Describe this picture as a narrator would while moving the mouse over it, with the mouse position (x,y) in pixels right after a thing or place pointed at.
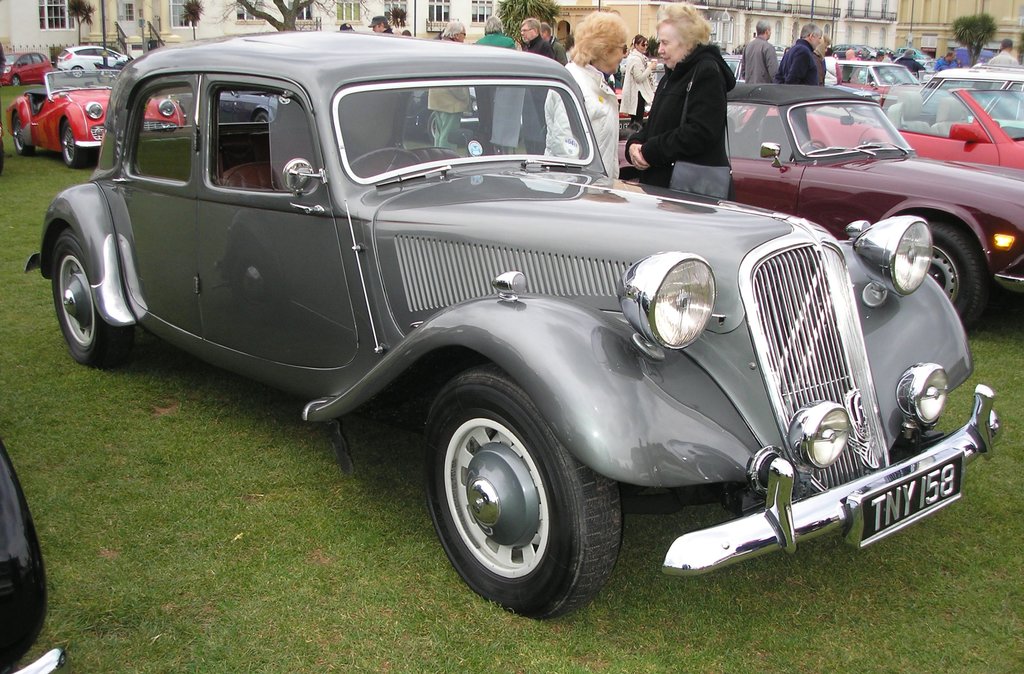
This picture is taken from the outside of the city. In this image, in the middle (508,230), we can see a car (746,227) which is placed on the grass (785,561). In the background (614,136), we can see a group of people (495,39), cars (1021,80), trees (517,32), building (925,6), window (431,1). In the left corner (14,509), we can also see one edge of a car (21,595) which is in black color. At the bottom (420,551), we can see a grass (284,556).
